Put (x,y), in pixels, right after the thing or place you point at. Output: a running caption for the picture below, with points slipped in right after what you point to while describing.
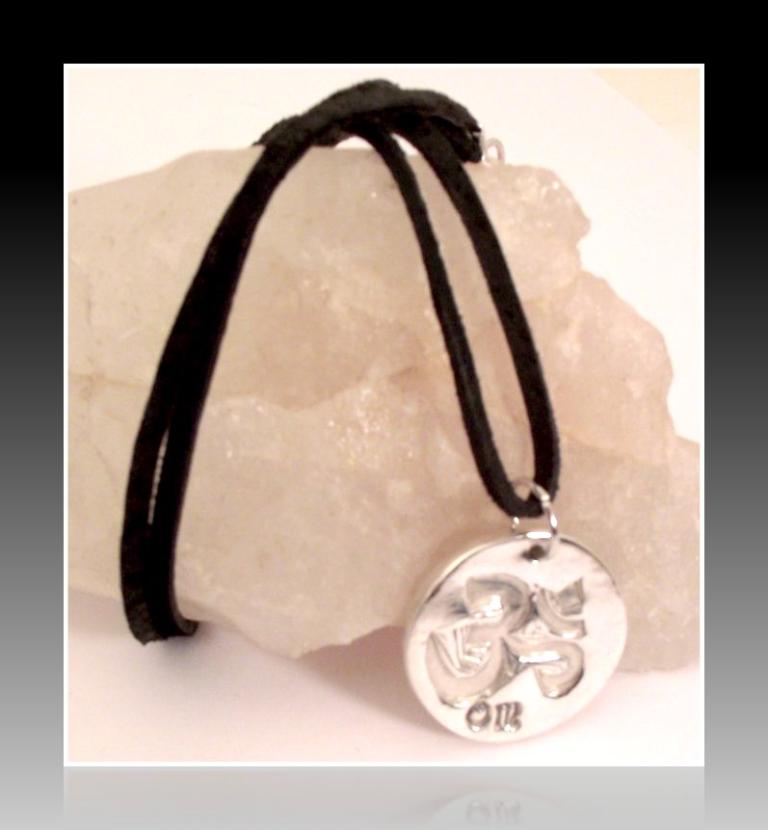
In this picture there is a locket (515,657) attached to a black rope (383,109) is tightened to an object (339,311).
